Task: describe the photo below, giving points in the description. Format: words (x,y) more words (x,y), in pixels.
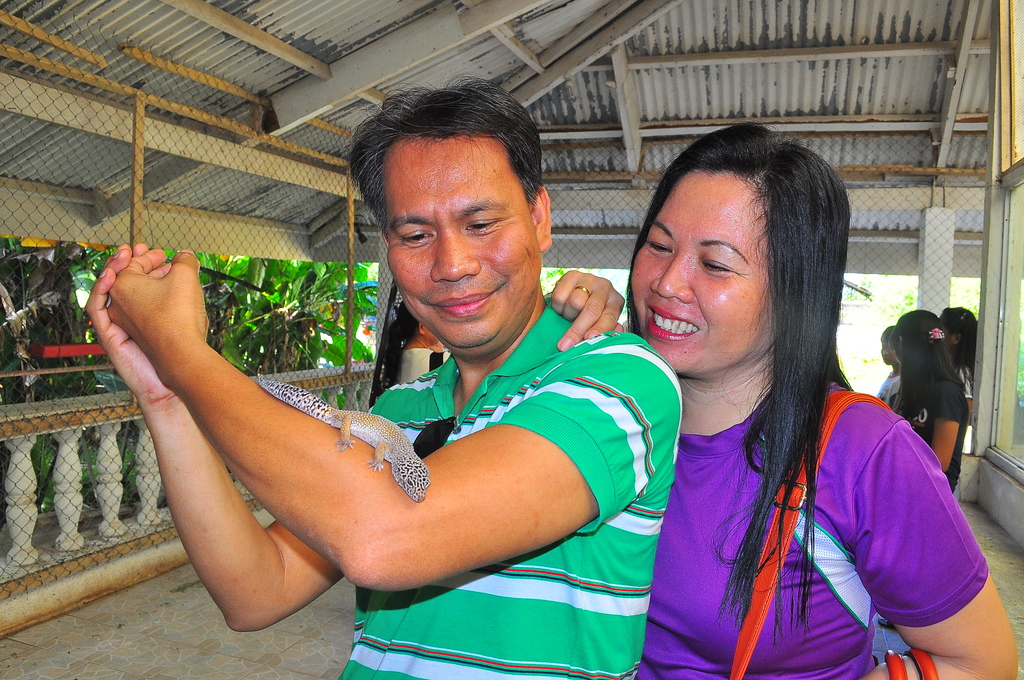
In this image I can see a person (548,449) wearing green and white colored t shirt (582,415) and a woman (690,435) wearing violet colored t shirt (708,523) are standing and I can see a reptile (413,494) on the person's hand (336,460). In the background (297,296) I can see the fencing (295,256), few persons (962,391) standing, the ceiling (801,34) and few trees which are green in color.
